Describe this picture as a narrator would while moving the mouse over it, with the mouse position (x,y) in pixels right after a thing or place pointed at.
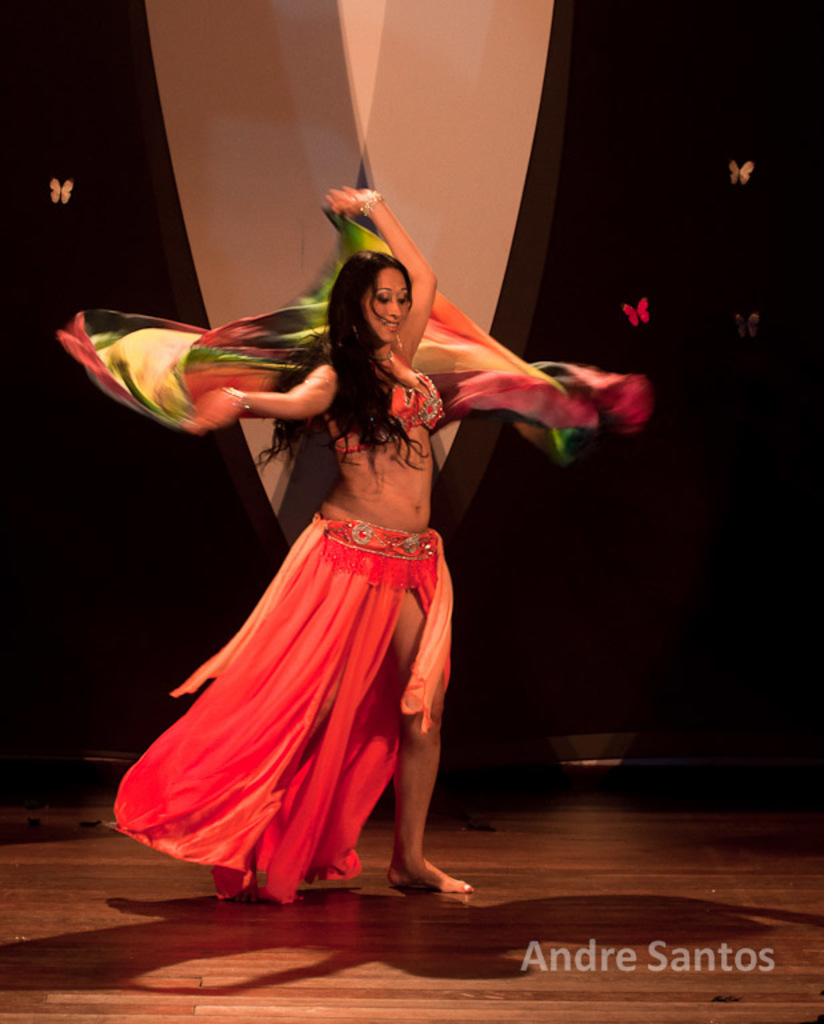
In this image we can see a woman (416,617) wearing a dress (411,579) is holding a cloth (259,371) with her hands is standing on the floor (354,902). In the background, we can see some butterflies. At the bottom (759,962) we can see some text (610,944).
